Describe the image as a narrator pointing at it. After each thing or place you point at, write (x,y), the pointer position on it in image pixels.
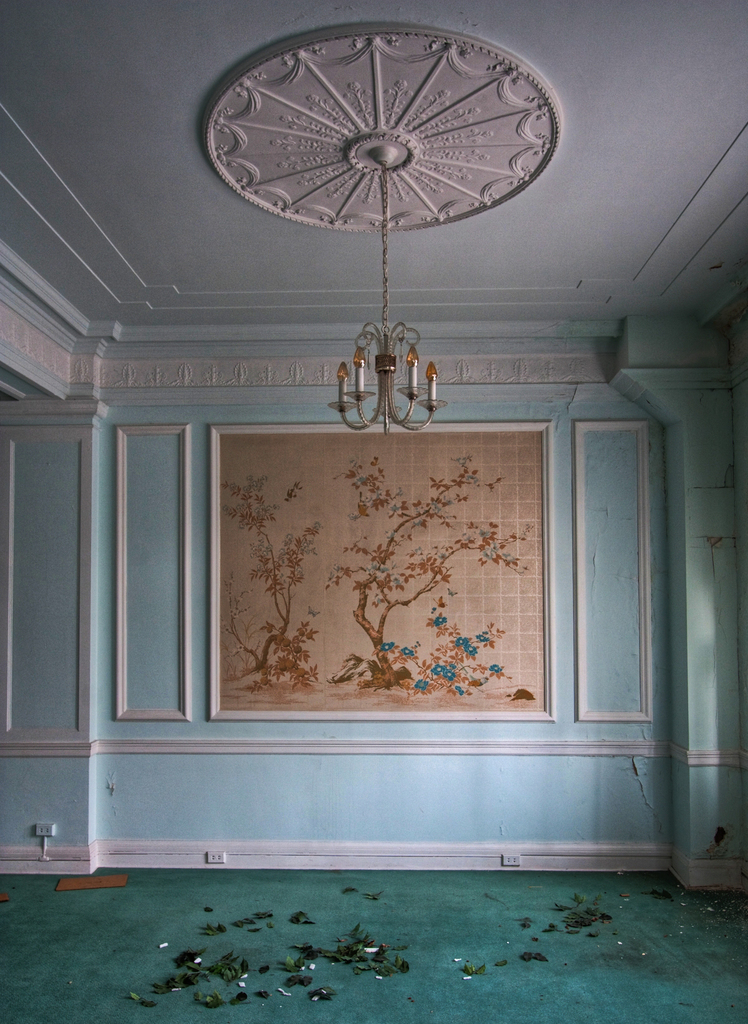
In this picture we can see inside view of the room (234,430). In the front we can see blue wall (393,793) with painting photo frame (397,569). On the top (386,338) we can see the hanging chandelier (389,398).
